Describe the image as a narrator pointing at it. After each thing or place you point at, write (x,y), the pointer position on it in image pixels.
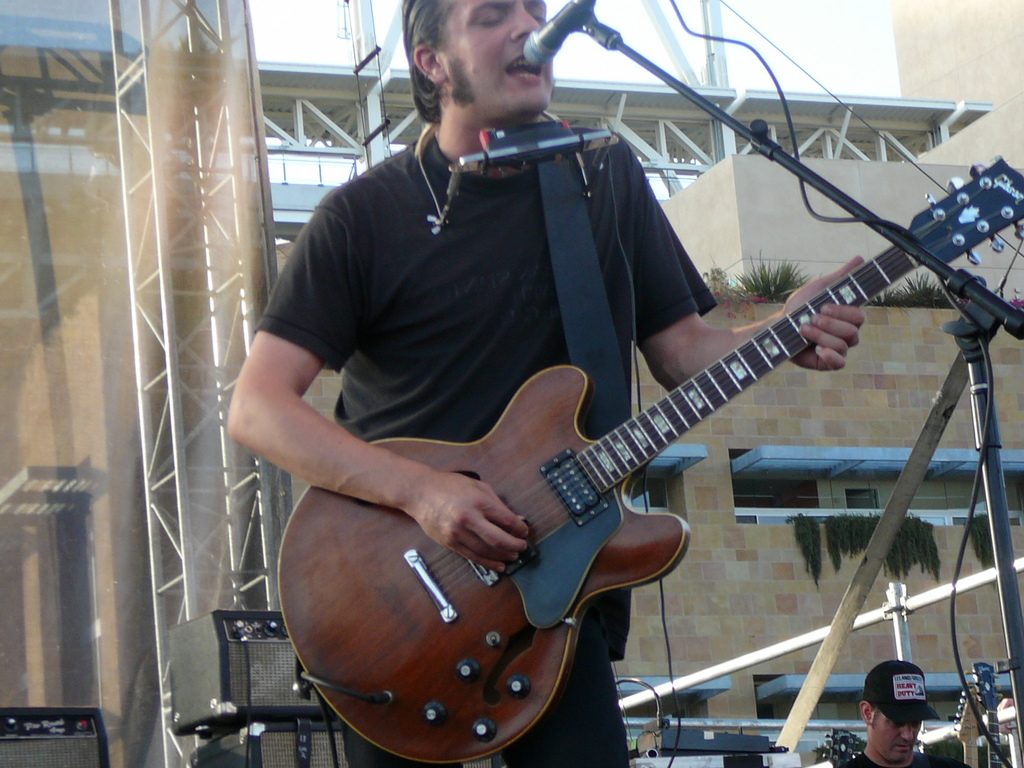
In the middle (364,321) a person (364,375) is standing in front of the mike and playing guitar (466,569). In the background (791,473), a building (791,456) is visible on which some plants (775,267) are grown. At the bottom (896,726), a person (912,731) half visible. In the top (335,27), a sky (801,22) visible of white in color. This image is taken inside an open area (207,287).
